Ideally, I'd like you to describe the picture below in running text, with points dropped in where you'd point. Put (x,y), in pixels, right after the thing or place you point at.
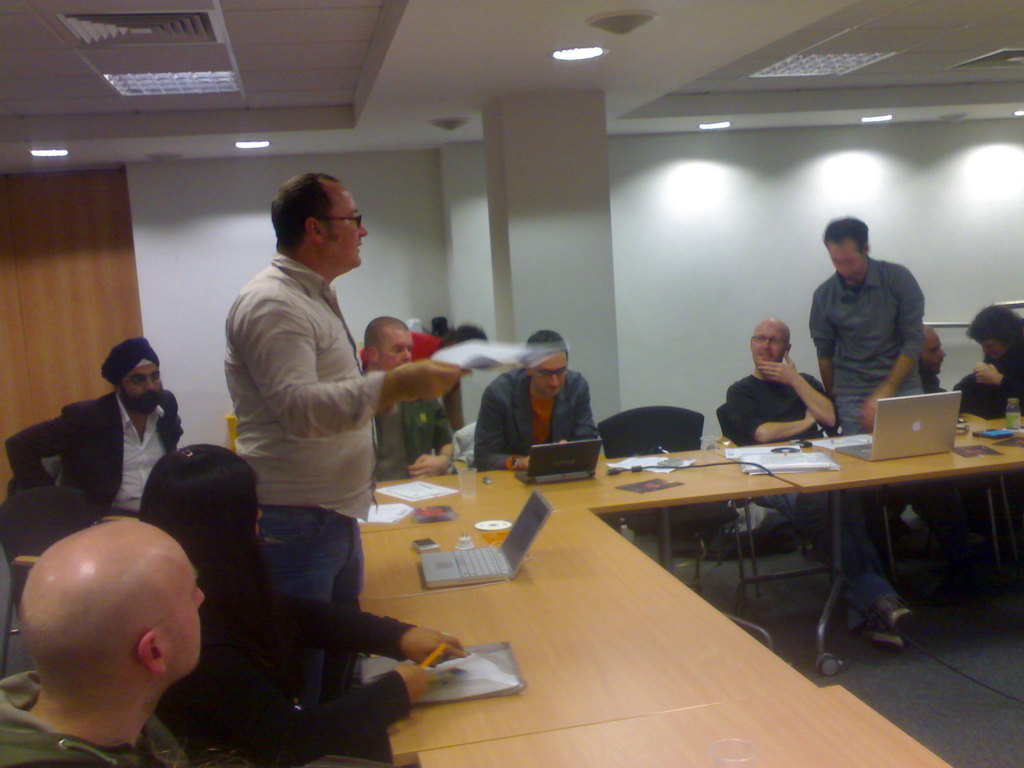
In this image I can see group of people (316,449). Among them some of them are sitting and two people (297,485) are standing. In front of them there is a laptop (472,571), glass (467,490), papers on the table (698,706). At the back (705,224) there's a wall (775,174) and lights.
